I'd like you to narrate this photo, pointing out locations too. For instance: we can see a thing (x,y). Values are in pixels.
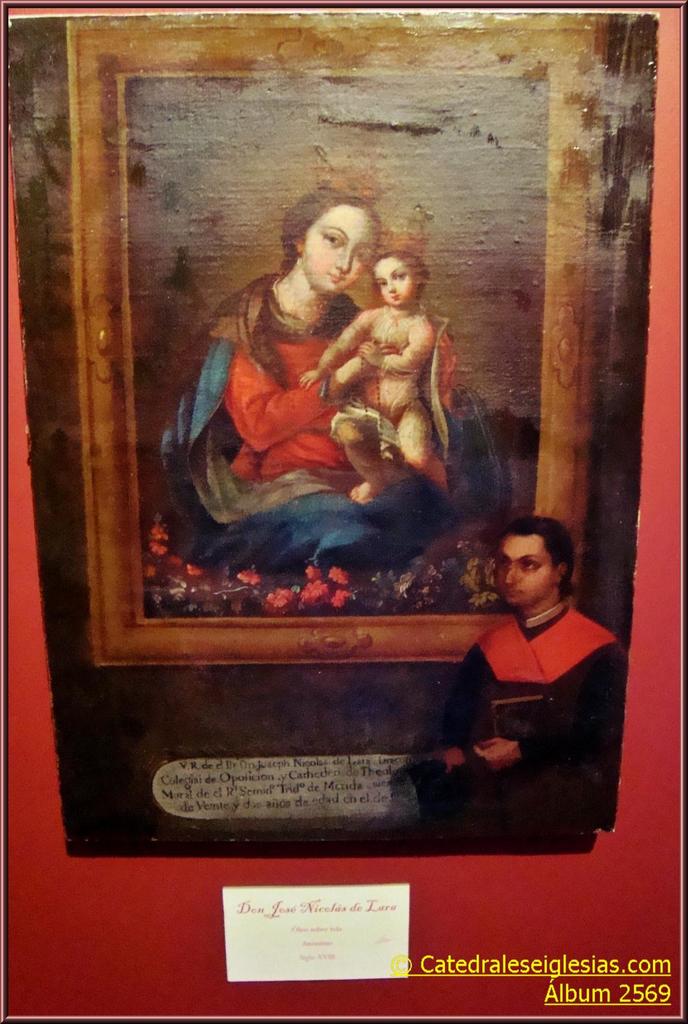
In the foreground of this picture (416,643), there is an another poster (389,364), where we can see a woman (340,383) holding a baby (396,343) around flowered plants (251,576) and a man (553,719) is watching that poster (300,306).
